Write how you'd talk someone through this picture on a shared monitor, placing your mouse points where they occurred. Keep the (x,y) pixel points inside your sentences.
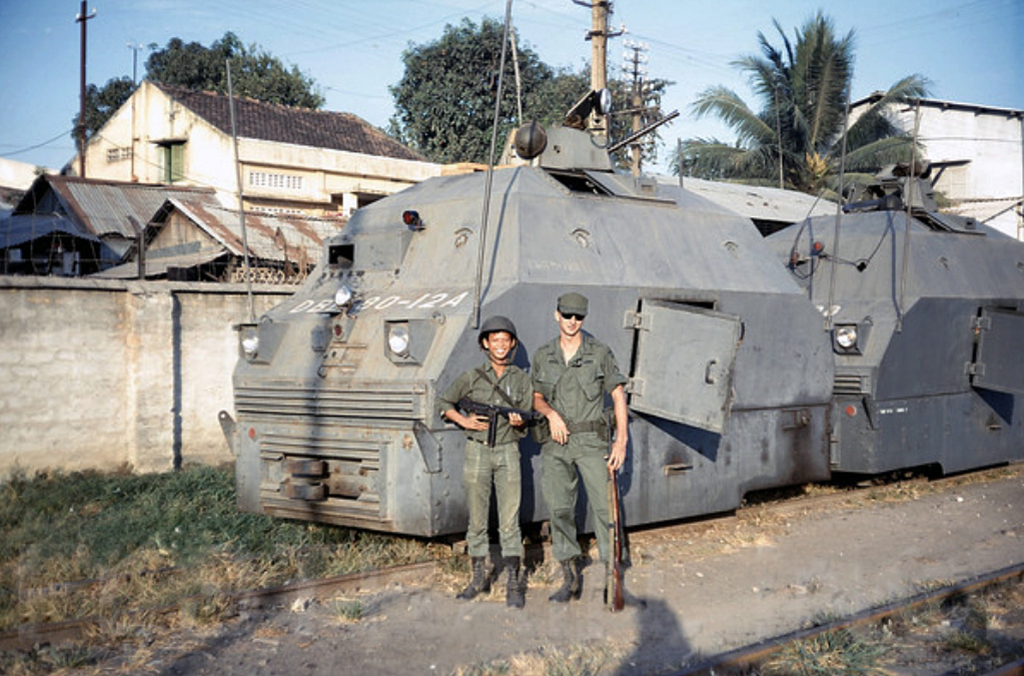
In this picture there are two men (580,370) standing and holding guns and we can see railcars (959,367), grass (95,583), wall (90,348), poles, houses (396,167) and wires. In the background of the image (521,67) we can see trees (528,80) and sky (927,19).
